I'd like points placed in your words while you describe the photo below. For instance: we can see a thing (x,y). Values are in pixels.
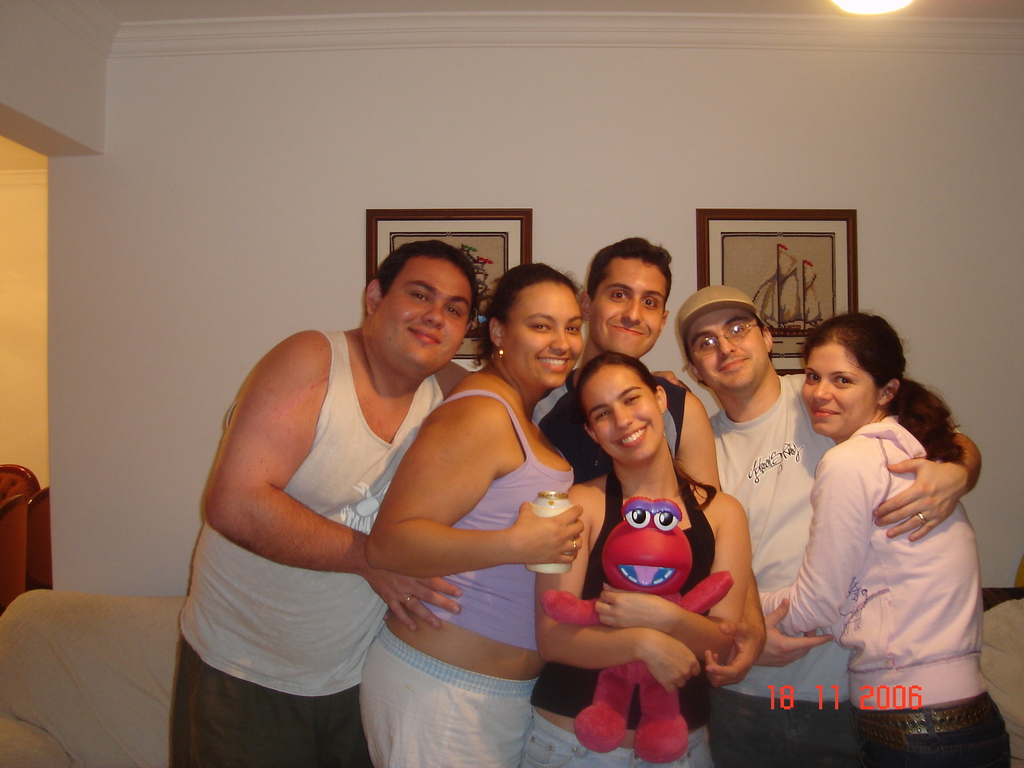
There are people (444,291) standing and smiling and she is holding a doll (626,541), behind these people (598,510) we can see sofa (86,661). In the background (57,500) we can see frames (428,233) on the wall (463,106) and chairs (41,560). At the top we can see light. At the bottom right side of the image (847,696) we can see date (838,696).
